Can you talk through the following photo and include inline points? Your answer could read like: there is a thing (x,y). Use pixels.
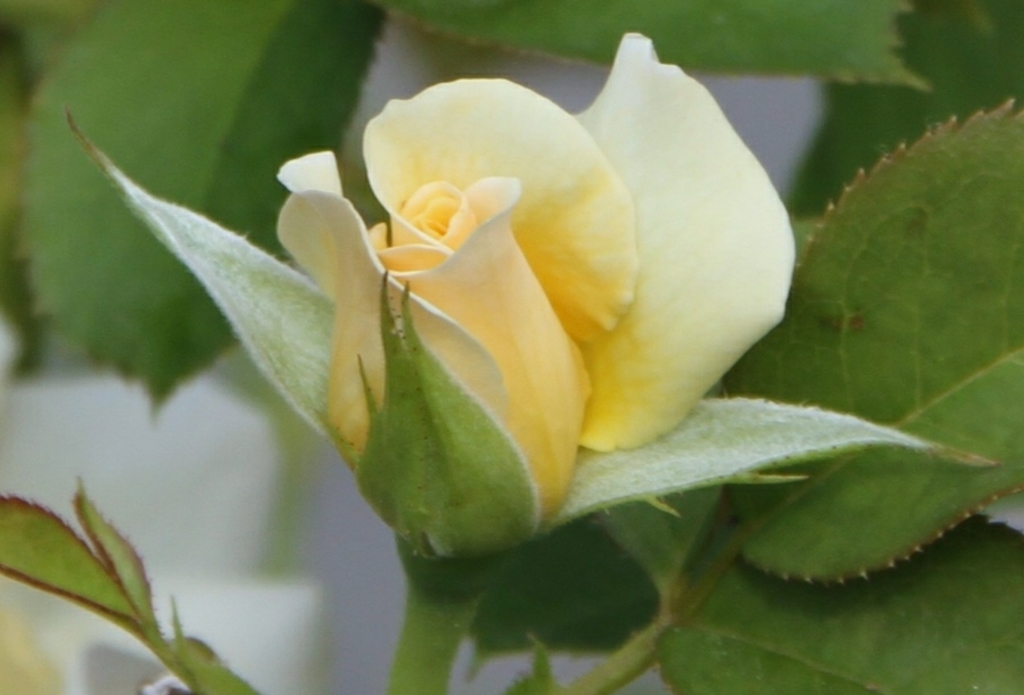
In this picture there is a rose (418,275) in the center of the image (639,326) and there are leaves (4,235) around the area of the image.
